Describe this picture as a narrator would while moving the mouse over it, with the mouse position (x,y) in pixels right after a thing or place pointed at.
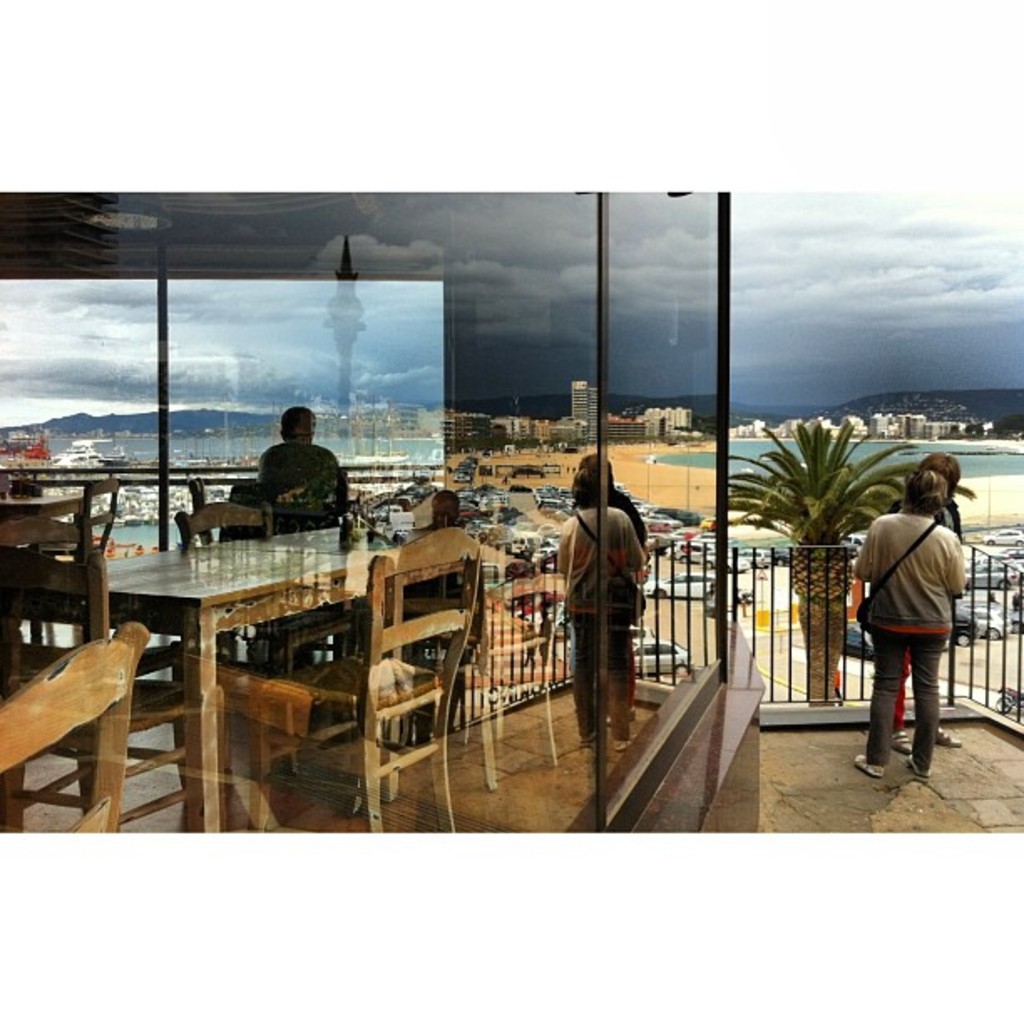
outside a building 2 people (925,601) are standing. in front of them there is a fencing (800,611). trees (815,584) and cars (985,577) are on the road (745,580). at the left (328,390) there is a building (561,340) inside which there is a wooden table (261,583) and chairs (426,628). a person (307,514) is sitting on a chair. at the back (1009,402) we can watch the city view (435,437).
